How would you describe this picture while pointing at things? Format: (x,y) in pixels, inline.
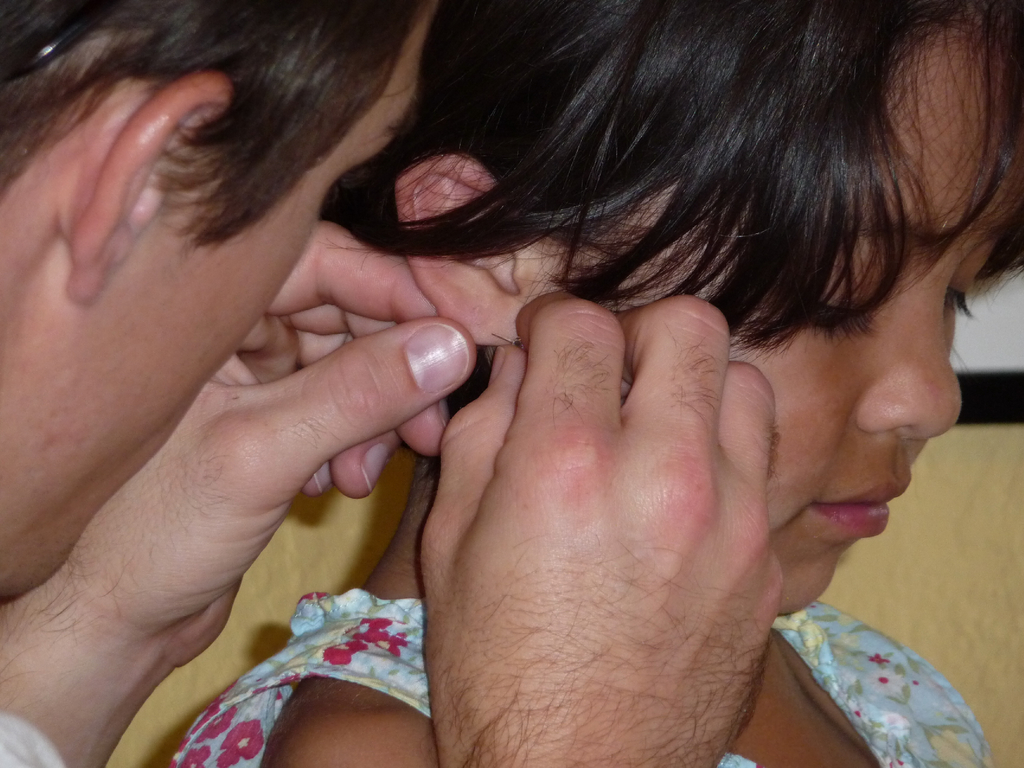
In this image I can see there are two persons (305,258) visible and one person (336,440) holding a needle (516,343).
